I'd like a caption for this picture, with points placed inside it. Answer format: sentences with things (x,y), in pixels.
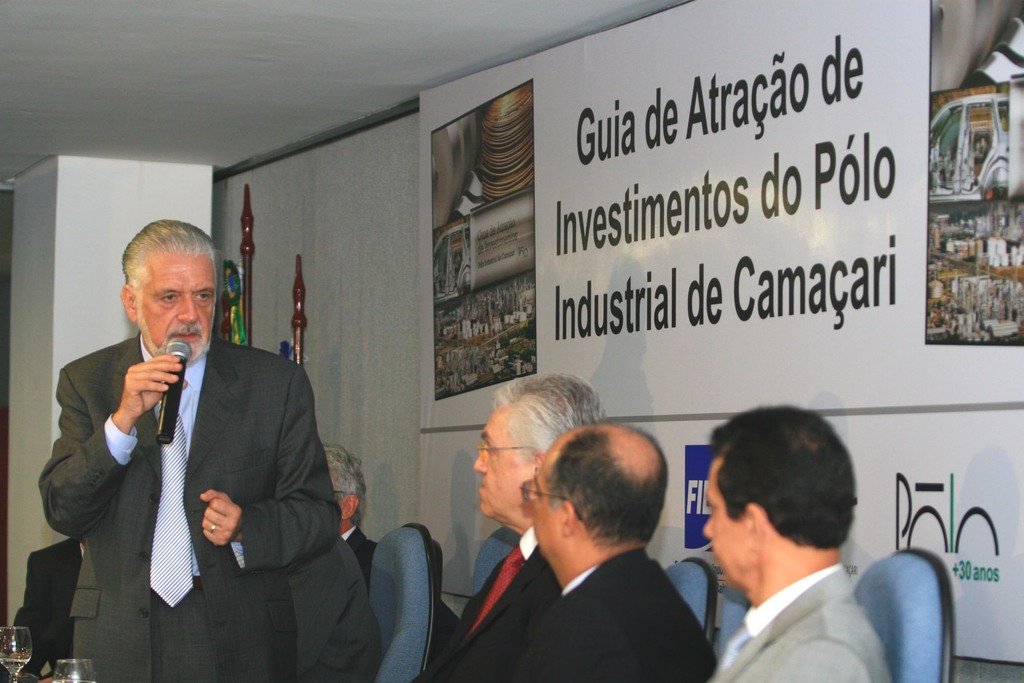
At the bottom of the image (612,593) we can see some persons (647,513) are sitting on the chairs (475,576). In the bottom left corner (9,635) we can see the glasses (2,647). On the left side of the image (113,554) we can see a man (181,419) is standing and holding a mic (186,350). In the background of the image (470,327) we can see the boards (569,283), wall (370,304), sticks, pillar (35,257). At the top of the image (365,32) we can see the roof (413,61).
